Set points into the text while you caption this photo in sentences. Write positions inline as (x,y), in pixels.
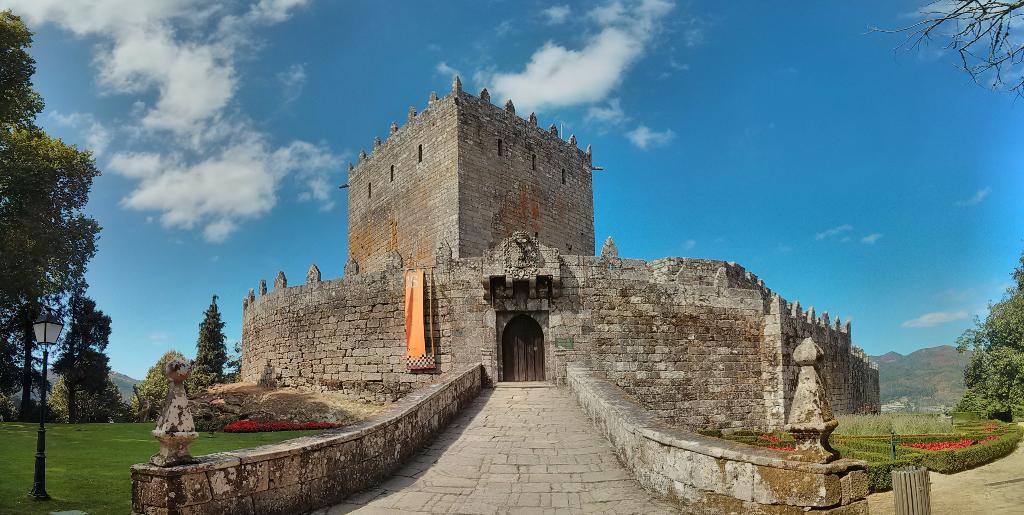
In this picture there is a building (432,231) in the center of the image (578,279) and there are trees (985,325) on the right (1016,367) and left side of the image (2,150).
